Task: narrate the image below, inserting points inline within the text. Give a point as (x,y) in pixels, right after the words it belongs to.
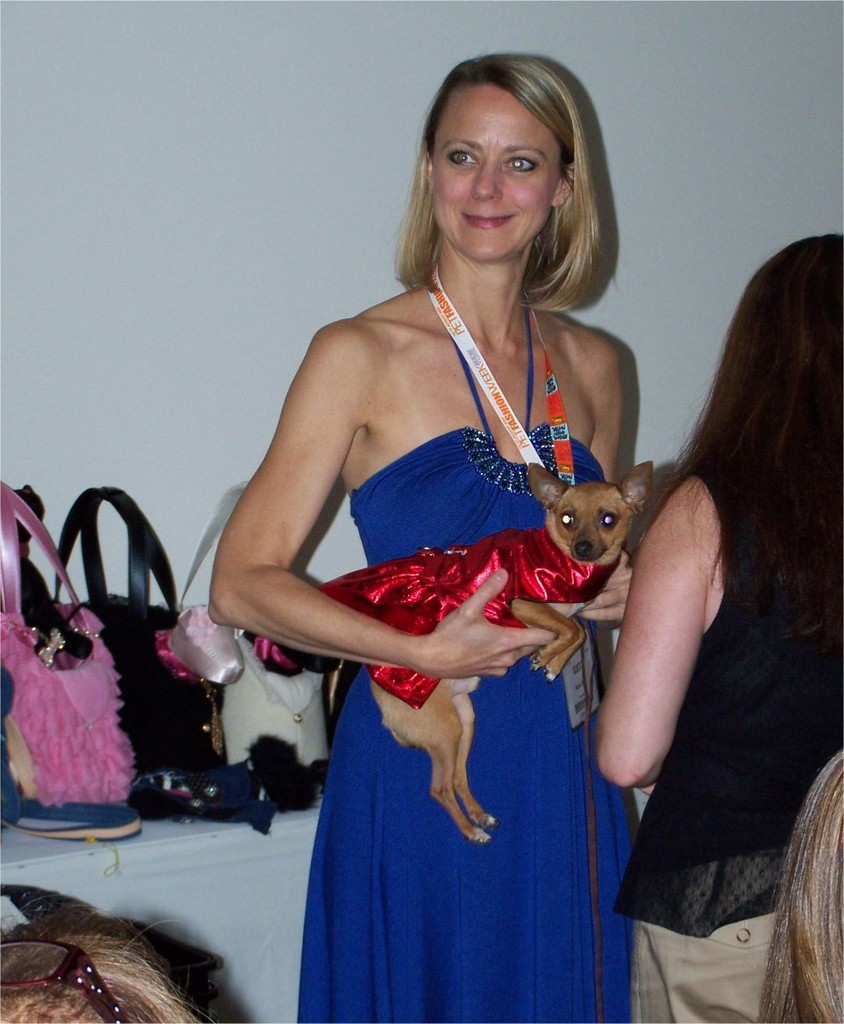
In this picture there is a lady (369,986) at the center of the image (356,447) and she is holding a dog (444,697) in her hand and there are bags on the desk (193,858) behind the lady (405,440).
